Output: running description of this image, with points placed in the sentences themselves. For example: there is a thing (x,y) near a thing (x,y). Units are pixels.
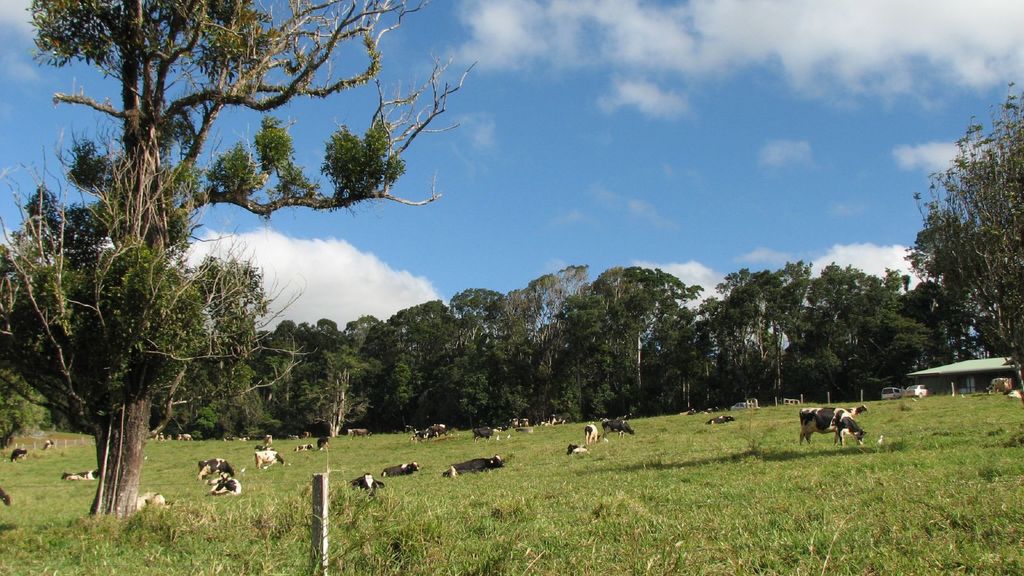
In this image we can see some animals (471,469) on the ground (284,498) and there are some trees (956,359) and grass (946,413) on the ground (946,413). We can see some vehicles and there is a house (1004,370) on the right side of the image (988,363) and at the top (694,28) we can see the sky (511,28) with clouds (488,23).
